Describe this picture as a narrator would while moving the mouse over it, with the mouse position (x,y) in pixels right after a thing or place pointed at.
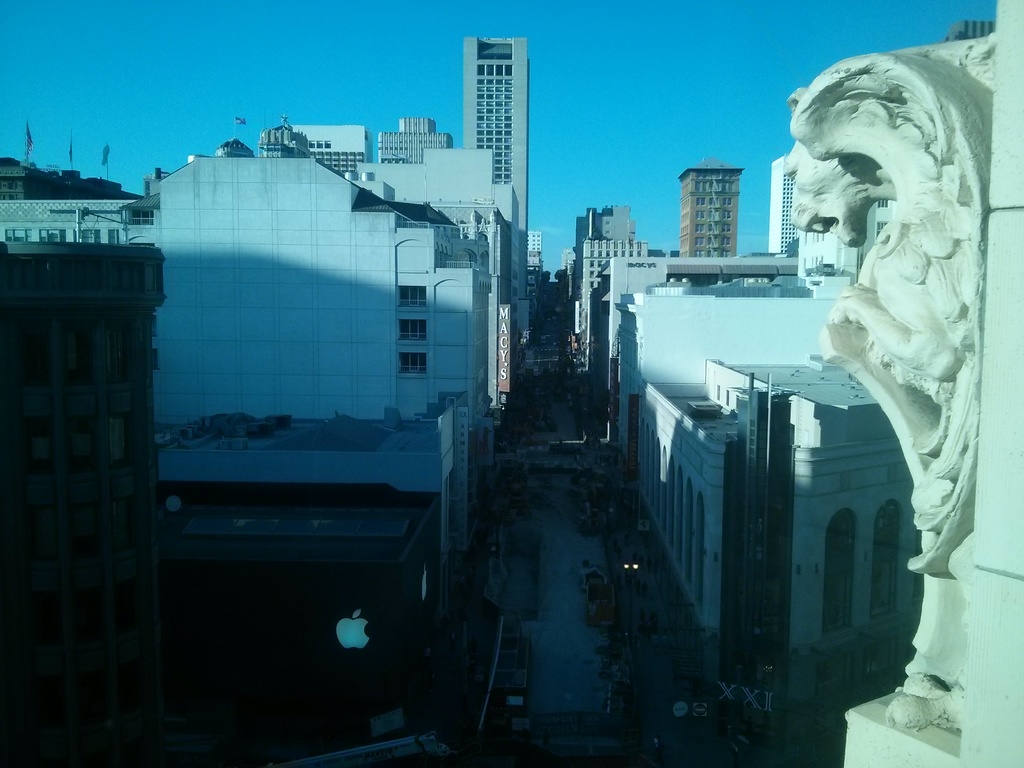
In this image I can see buildings (293,390), between the buildings (221,723) I can see a road (544,352), at the top (563,133) I can see the sky (780,62), on the right side (904,216) I can see a sculpture (971,240) attached to the wall (989,337).
